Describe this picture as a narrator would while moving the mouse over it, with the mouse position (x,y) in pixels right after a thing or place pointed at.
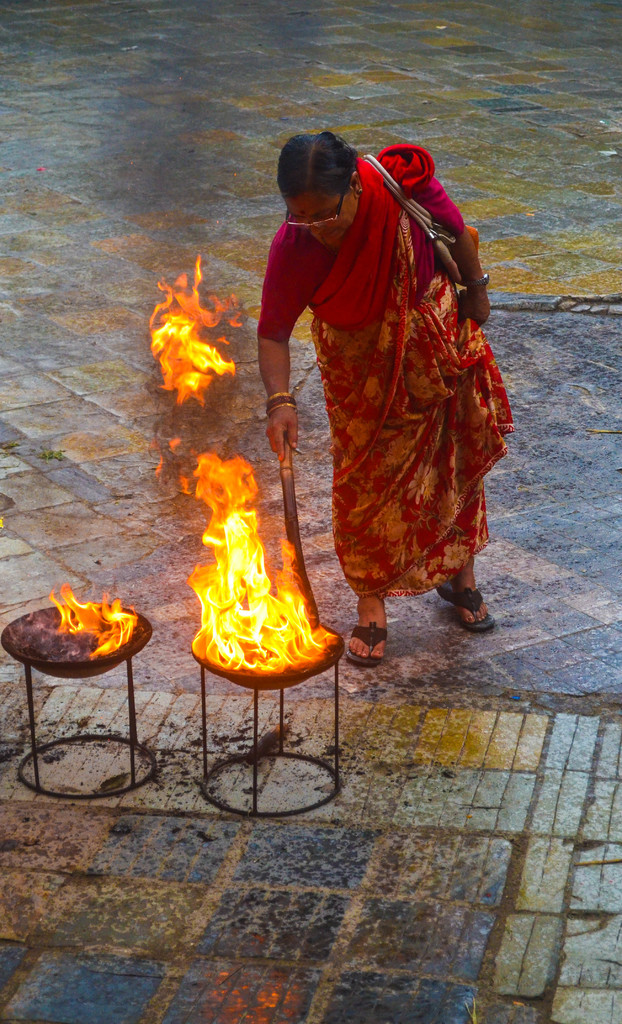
There is a woman (426,372) standing and holding an object (293,523) and carrying a bag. We can see fire (206,637) with stands (226,671) on the surface (527,779).
